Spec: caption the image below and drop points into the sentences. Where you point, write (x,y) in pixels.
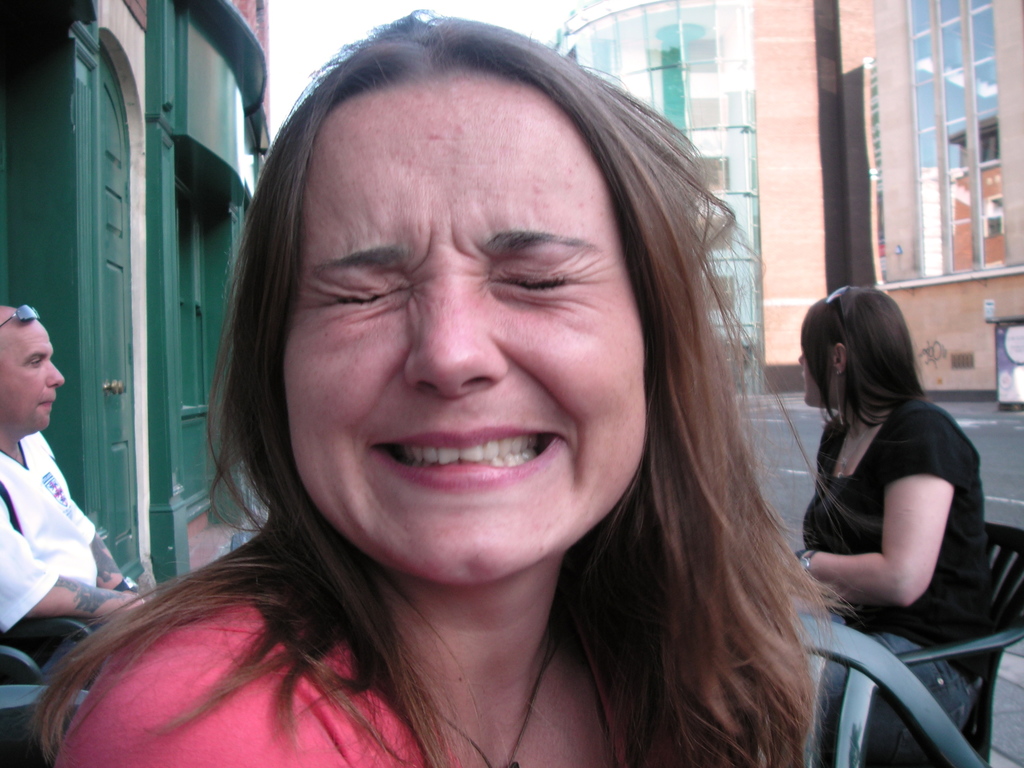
In this picture there is a woman (436,619) sitting on the chair (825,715). At the back (23,518) there are two persons (57,598) sitting on the chair (991,658) and there are buildings (9,200). At the top (294,16) there is sky (274,12). At the bottom (787,515) there is a road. On the left side of the image (103,499) there is a door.
